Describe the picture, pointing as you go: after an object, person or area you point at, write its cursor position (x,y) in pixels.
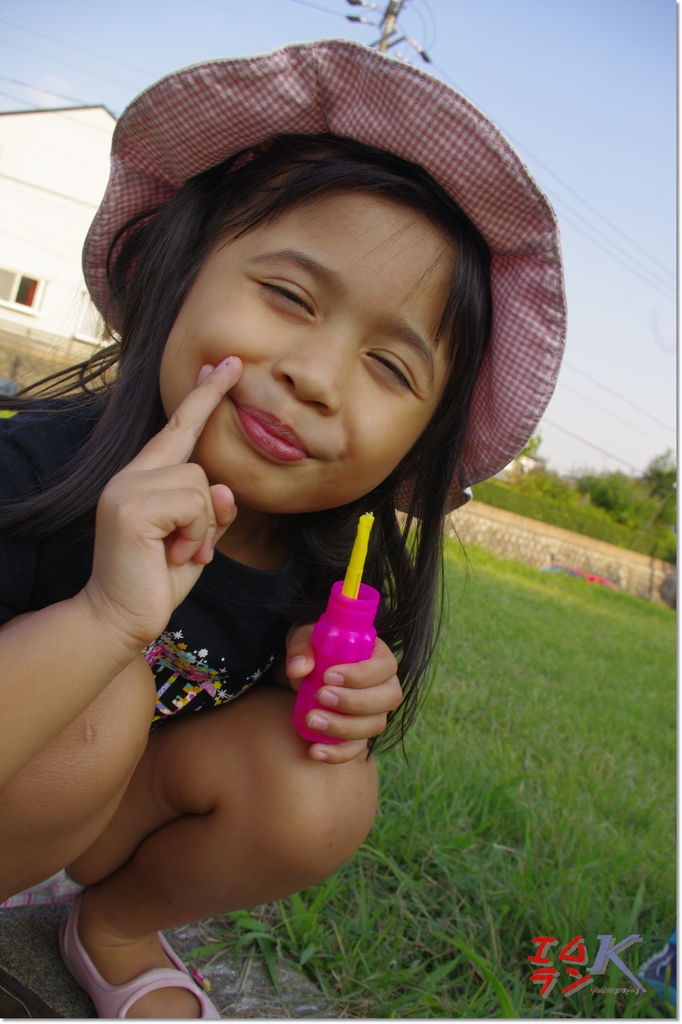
In this image in the front (118,665) there is a girl (208,649) sitting and smiling and holding a bottle (355,645) which is pink in colour. In the background (594,778) there is grass (519,703) on the ground (507,696), there is a house (18,148) and there are trees (668,473), wires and there is a pole (395,3).
